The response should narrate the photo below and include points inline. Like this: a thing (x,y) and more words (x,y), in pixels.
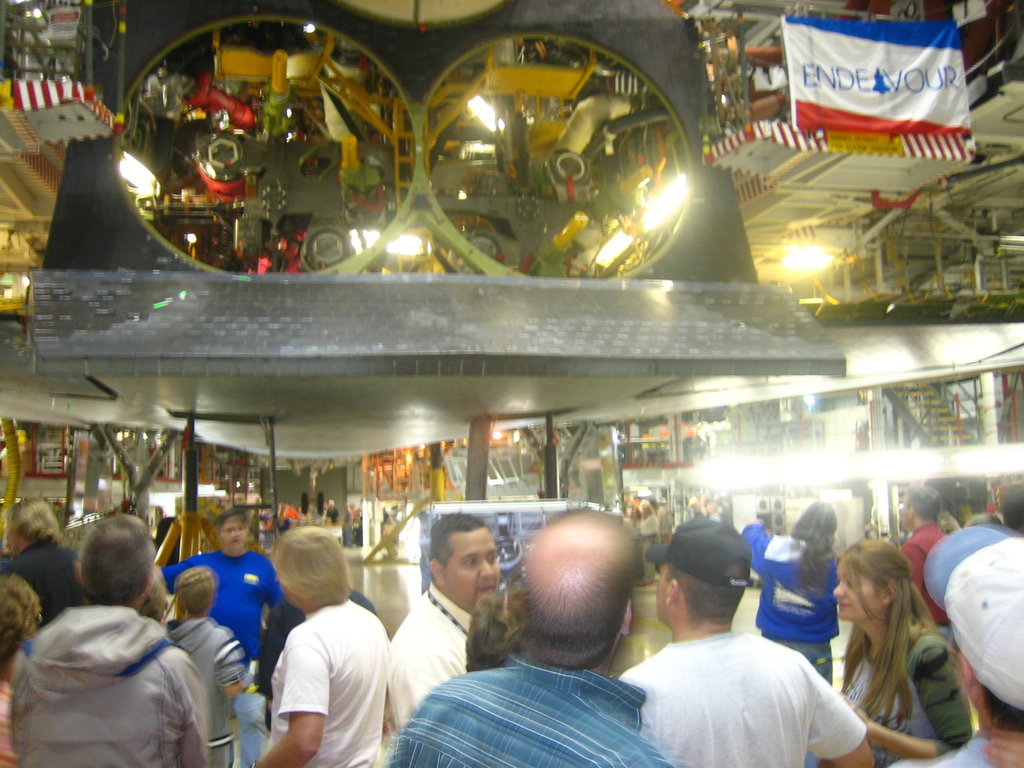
There are groups of people (414,634) standing. These look like the engine openings (463,184). This looks like a banner (876,29), which is hanging. I think these are the pillars (190,480). I can see the machines (557,171) and few objects (326,149) in the openings (326,163).
